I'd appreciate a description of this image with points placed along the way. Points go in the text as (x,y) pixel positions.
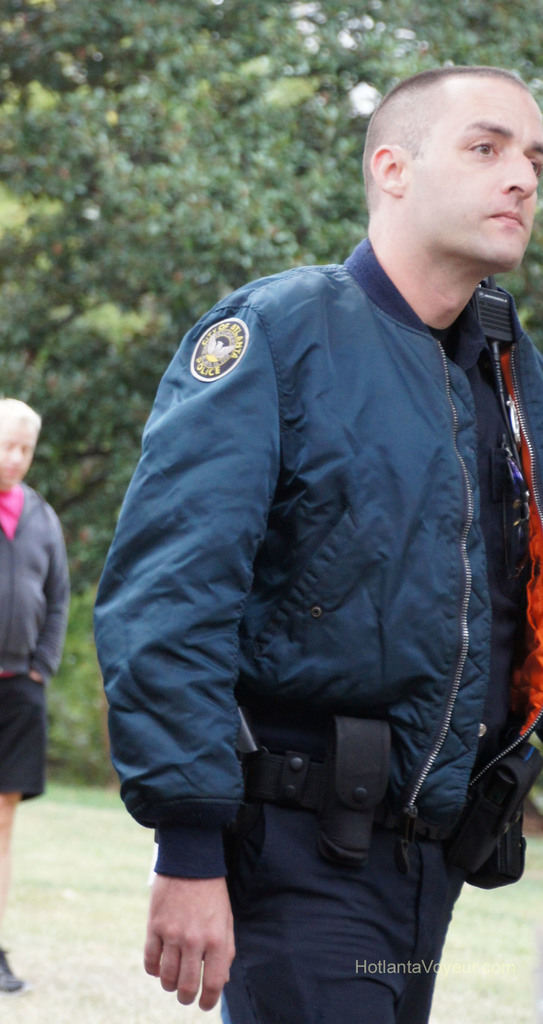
In this image in the foreground (404,344) there is one person (344,454), and in the background (35,599) there is another person (48,527) and some trees (186,234). At the bottom (98,903) there is grass (476,949).
